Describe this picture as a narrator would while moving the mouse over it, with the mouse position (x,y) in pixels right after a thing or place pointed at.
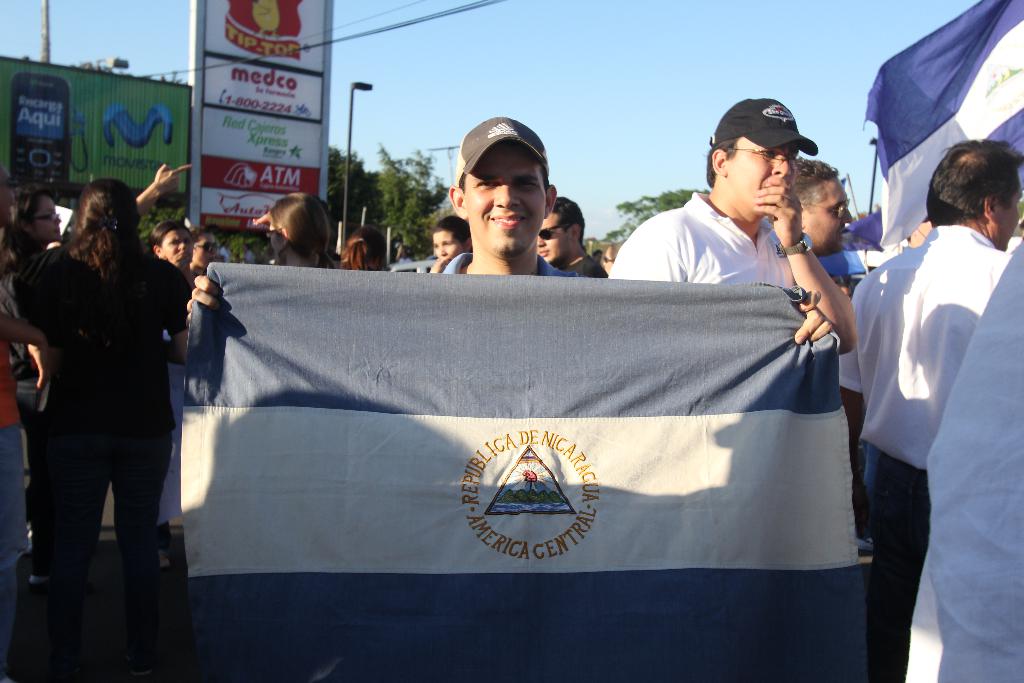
In this picture I can see a man (492,159) standing in front (490,309) and holding a flag (249,360) and I see something is written on it and I see that he is smiling. In the middle of this picture (544,230) I can see number of people (698,234) standing and I can see few more flags (908,107). In the background (654,16) I can see the boards (210,4), on which there is something written and I can see few poles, trees (394,197) and the sky (650,64).
